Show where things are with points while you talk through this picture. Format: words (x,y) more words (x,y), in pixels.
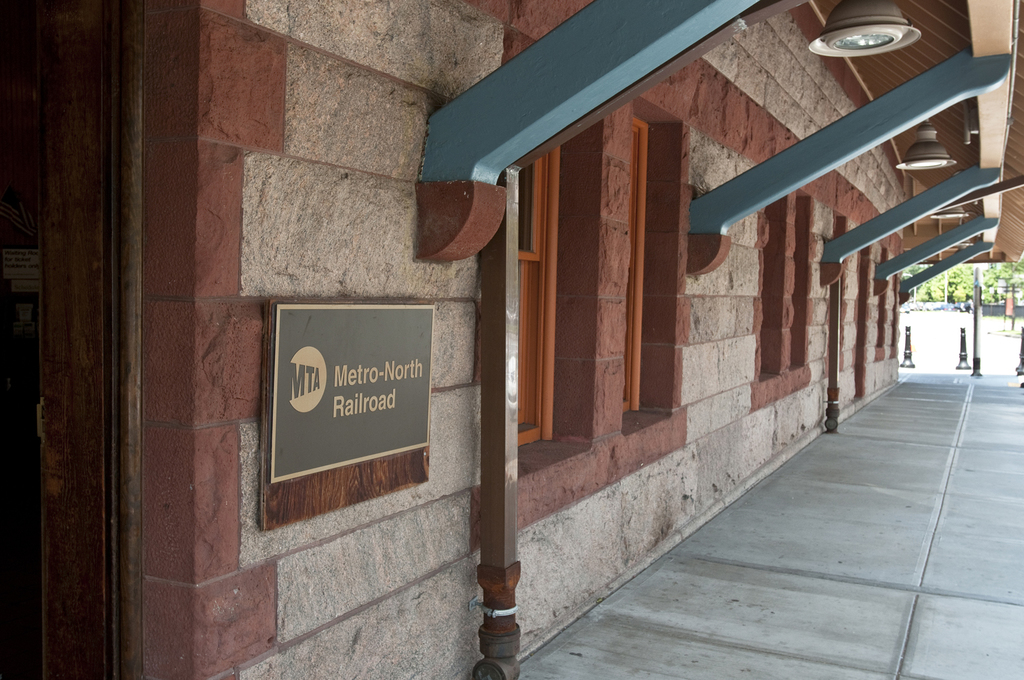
This image is taken outdoors. At the bottom of the image (830,576) there is a floor (886,479). In the middle of the image (467,259) there is a house (473,170) with walls (425,267), windows (538,319), a door (53,447) and a roof (961,124). There are a few iron bars (763,192) and lights (933,154). There is a board (391,369) with a text (360,378) on it. On the right side of the image (955,293) there are a few trees (955,298) on the ground (948,319) and there are a few poles (975,348).
